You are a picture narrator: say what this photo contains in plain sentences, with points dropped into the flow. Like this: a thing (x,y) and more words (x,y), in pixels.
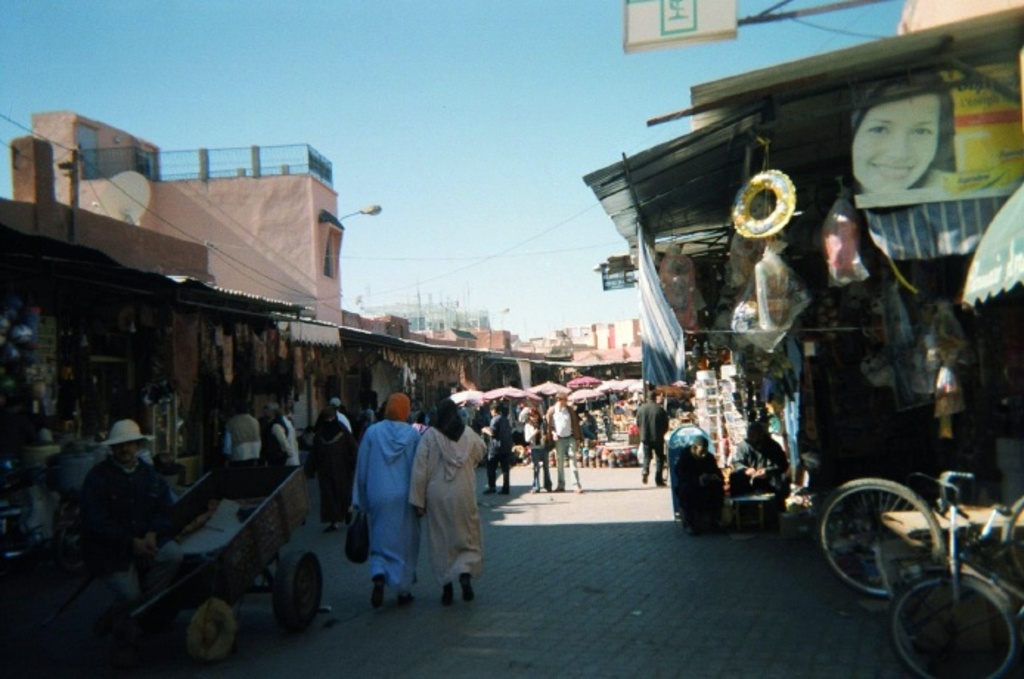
In this image, I can see groups of people (382,431) walking and a person (166,480) sitting on a wheel cart (179,615). There are umbrellas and few other objects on the road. On the left (163,271) and right side of the image (854,292), there are shops (400,363) with the objects (798,354). On the right side of the image (960,578), I can see a banner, a bicycle (976,580) and two persons (745,470) sitting on the chairs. In the top right side of the image (699,35), I can see a board (715,21) to a pole (755,21). In the background (676,55), there are buildings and the sky (775,22).
